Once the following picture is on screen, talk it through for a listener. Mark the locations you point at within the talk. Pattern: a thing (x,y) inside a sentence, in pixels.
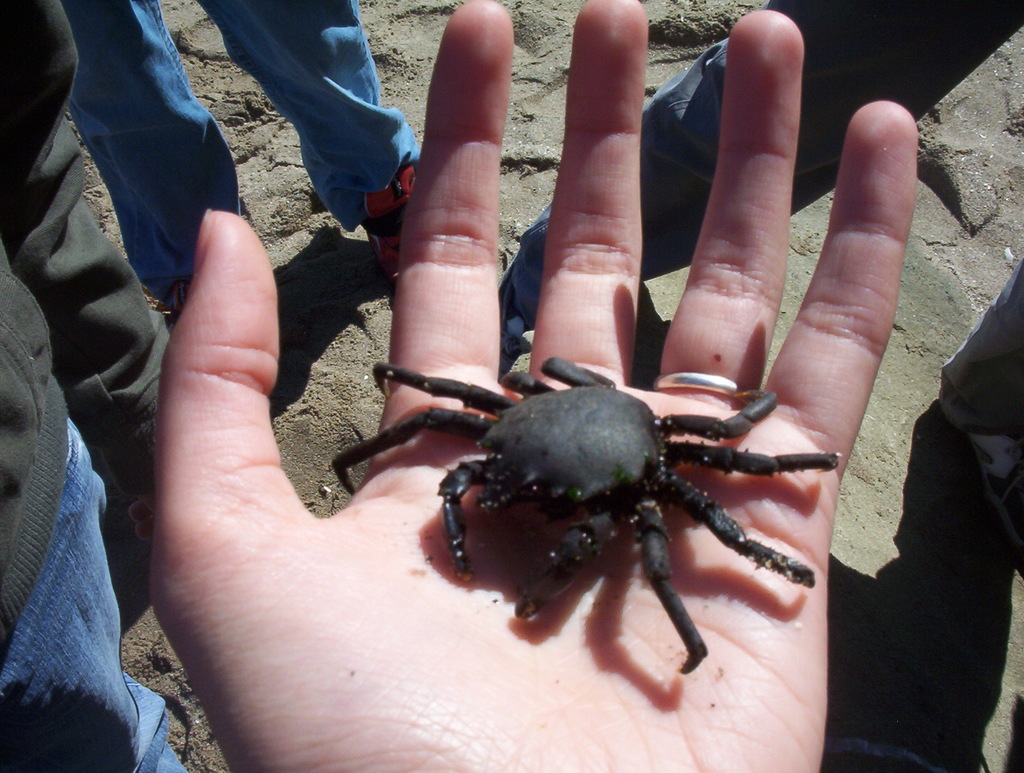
In the picture we can see a hand palm (799,450) on it we can see a crab (797,463) which is black in color and around the hand (769,438) we can see some people (686,114) are standing on the sand surface (972,80).
